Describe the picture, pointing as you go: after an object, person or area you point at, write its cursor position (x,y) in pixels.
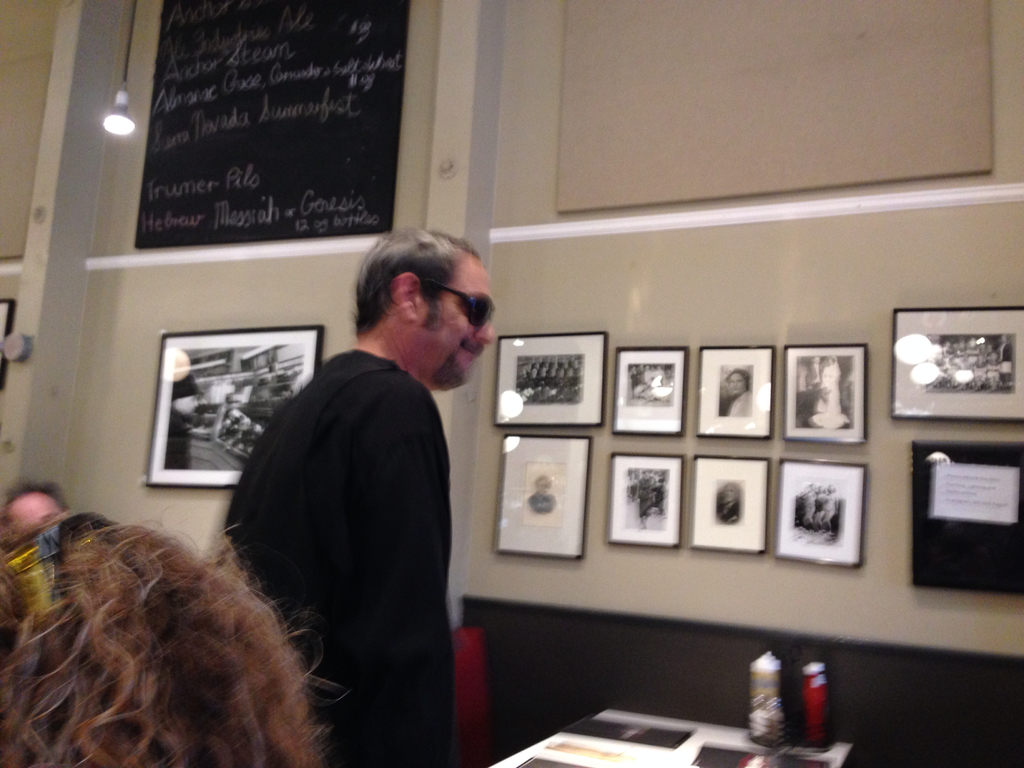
On the middle (422,460) a man (439,337) is standing. He wears a black color specs (444,286) and a black color dress (345,493) there are photo graphic frames (517,486) on the wall (796,565) there is a light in the left side of an image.
